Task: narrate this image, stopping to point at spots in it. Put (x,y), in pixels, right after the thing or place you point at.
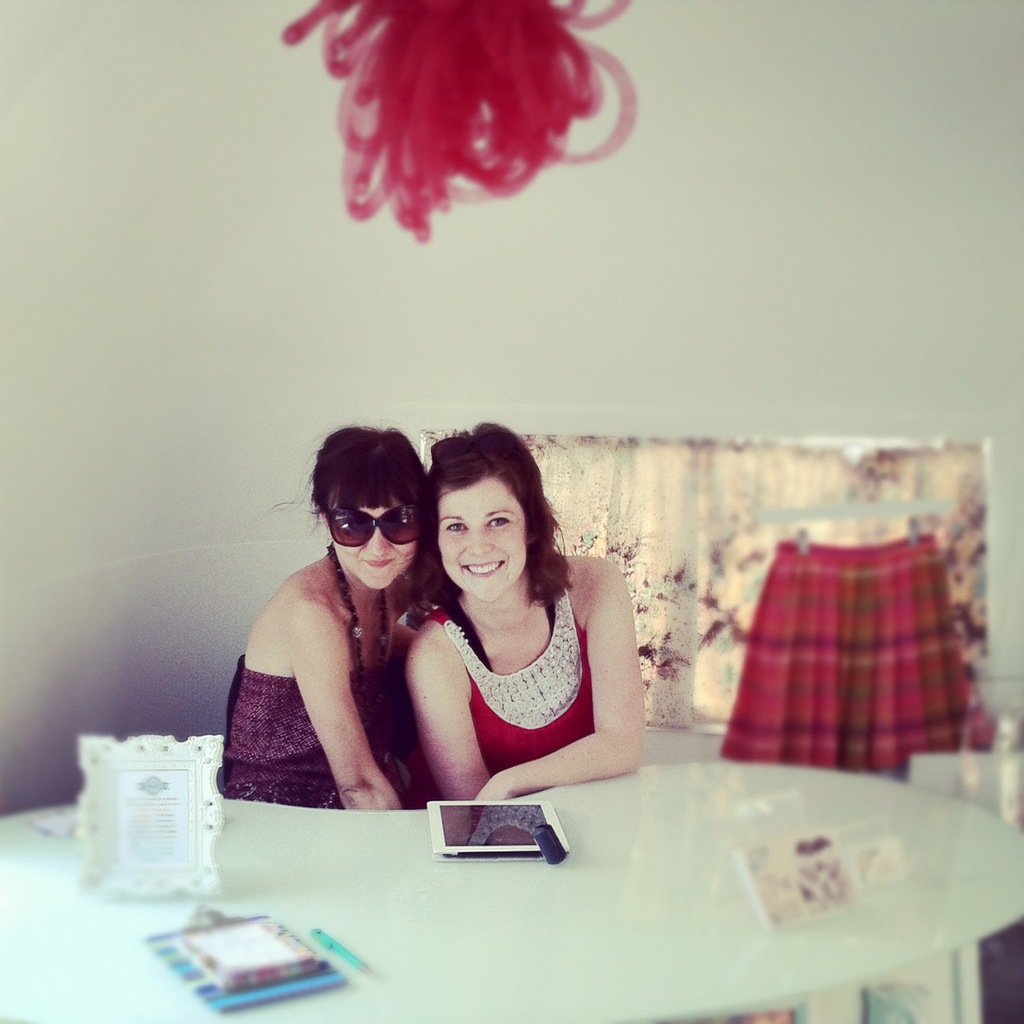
In this image we can see two women (365,584) sitting in front of a table (527,874). One woman (362,577) is wearing goggles (393,521). On the table (800,937) we can see a mobile (485,834), photo frame (196,858) and a pen (317,938) are placed on it. In the background (884,596), we can see a cloth (814,572).
